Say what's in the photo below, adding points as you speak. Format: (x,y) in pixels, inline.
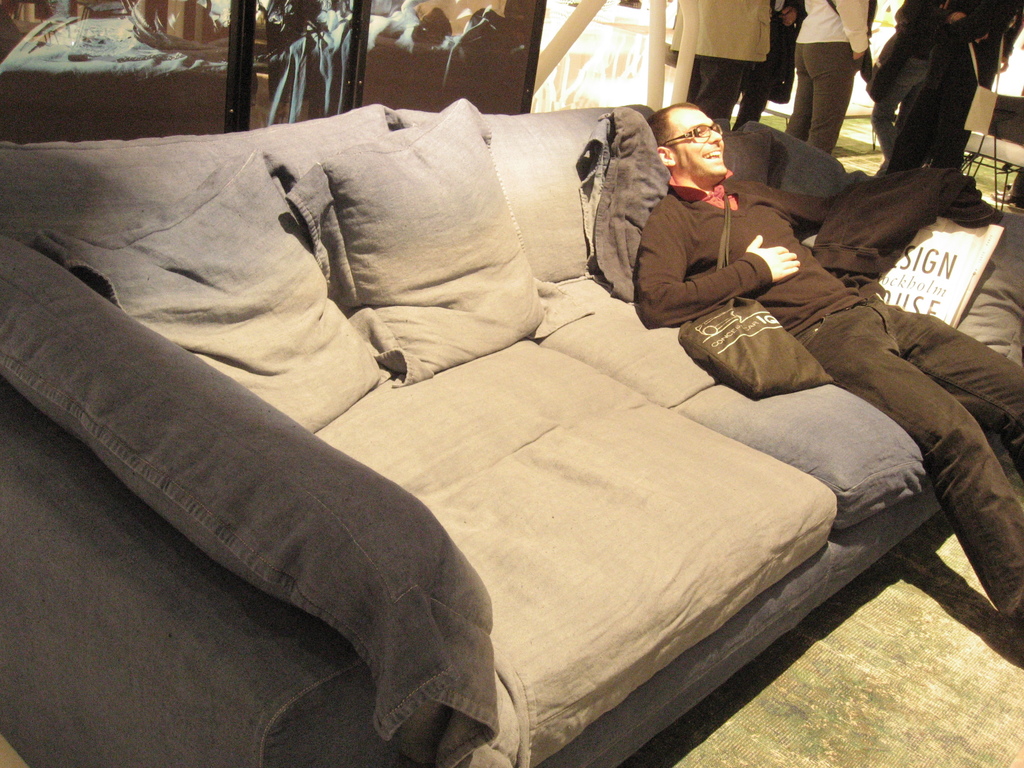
In this image I can see a man (798,259) is lying on a sofa (744,172). I can also see he is carrying a bag (792,340) and wearing a specs (722,132). I can see smile (714,156) on his face (705,168) and here I can see few cushions (456,244) on this sofa (583,553). In the background (920,22) I can see few more people (899,56) are standing.
